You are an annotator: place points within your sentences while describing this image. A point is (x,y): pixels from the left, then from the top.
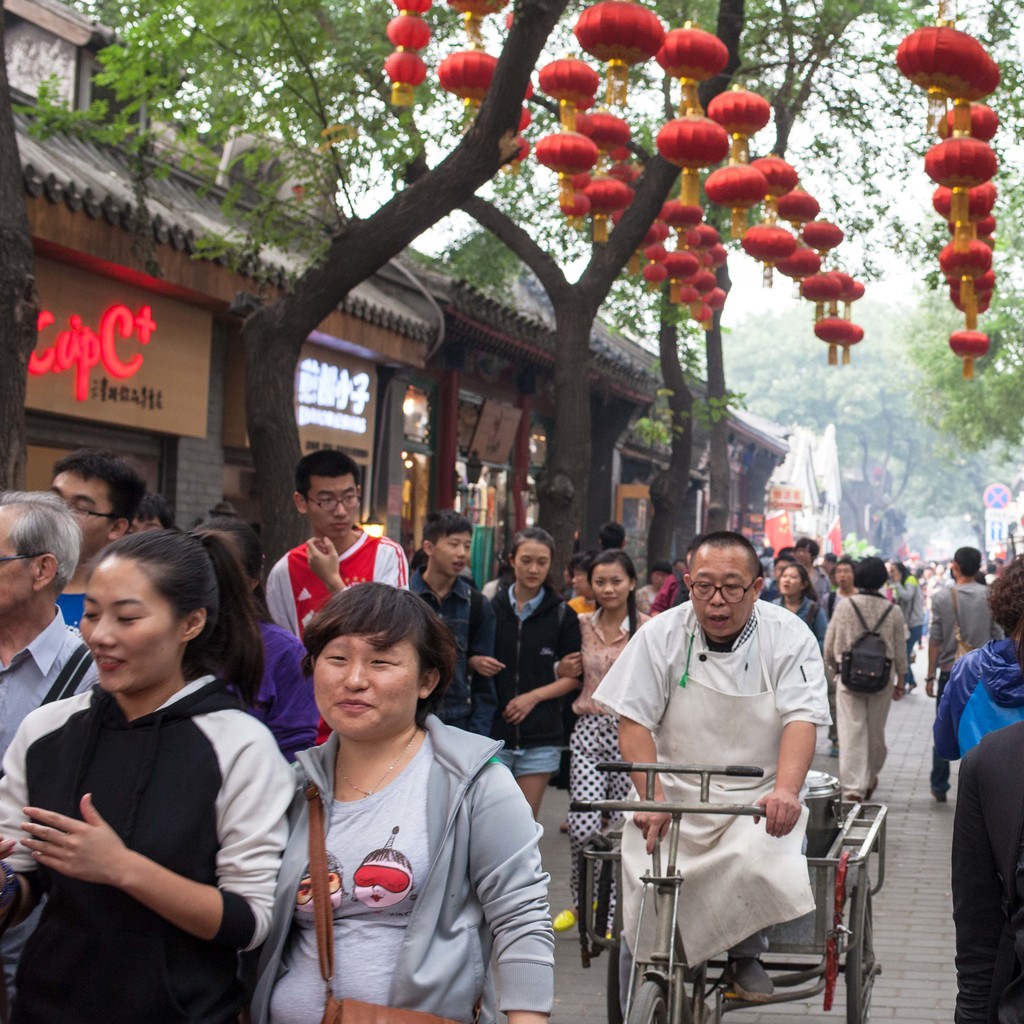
This picture describes about group of people (652,652), few are walking on the road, in the middle of the image (682,645) we can see a man (748,704), he is riding tricycle (728,805), in the background (747,475) we can see few trees (619,245), houses (530,342) and paper lanterns (716,279).
